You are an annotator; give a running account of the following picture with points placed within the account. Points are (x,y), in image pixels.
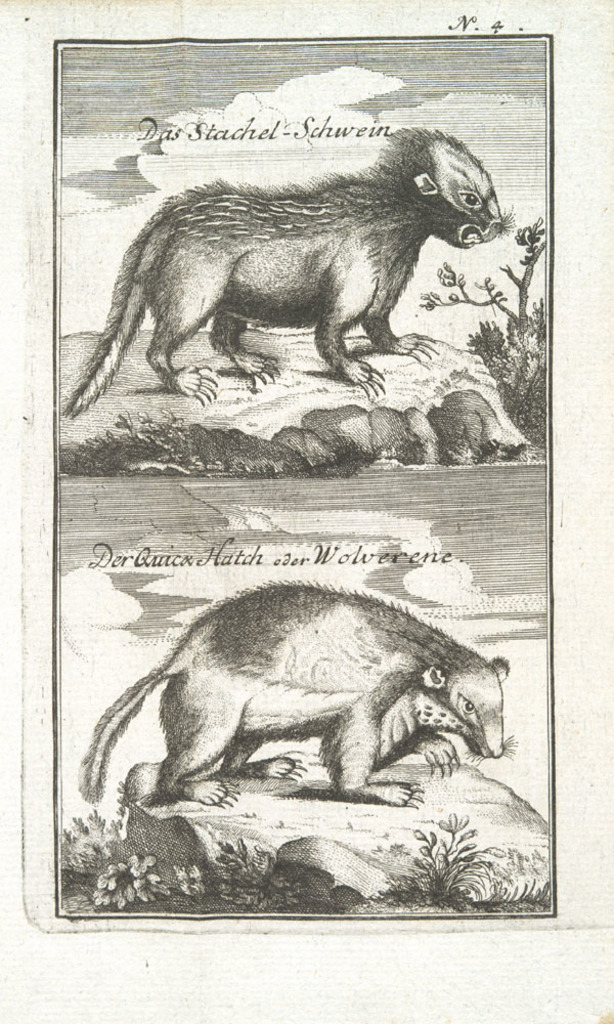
In this picture we can see a paper (306,306), in the paper (226,548) we can find drawings (333,250) of animals (194,635).
